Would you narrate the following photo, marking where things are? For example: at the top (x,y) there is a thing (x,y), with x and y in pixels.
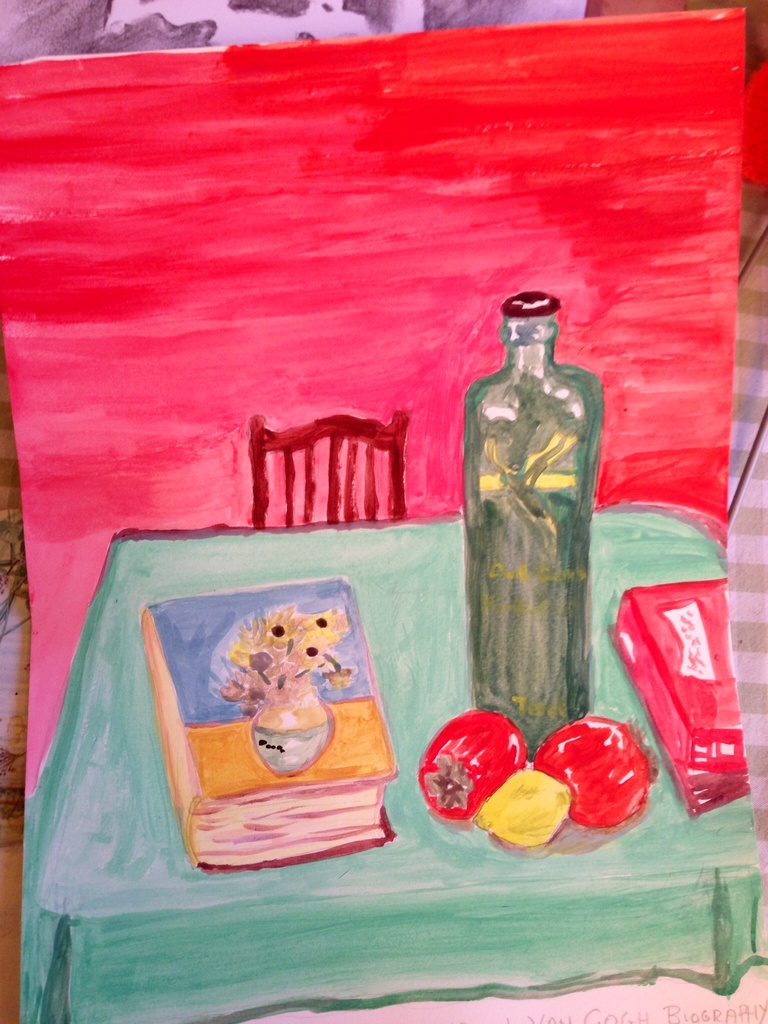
In the image we can see a painting (211,534). In the painting (251,466), we can see chair (290,497), table (355,537) and on the table (363,573) there is a book (274,708), fruits (470,722), and a bottle (489,596).
